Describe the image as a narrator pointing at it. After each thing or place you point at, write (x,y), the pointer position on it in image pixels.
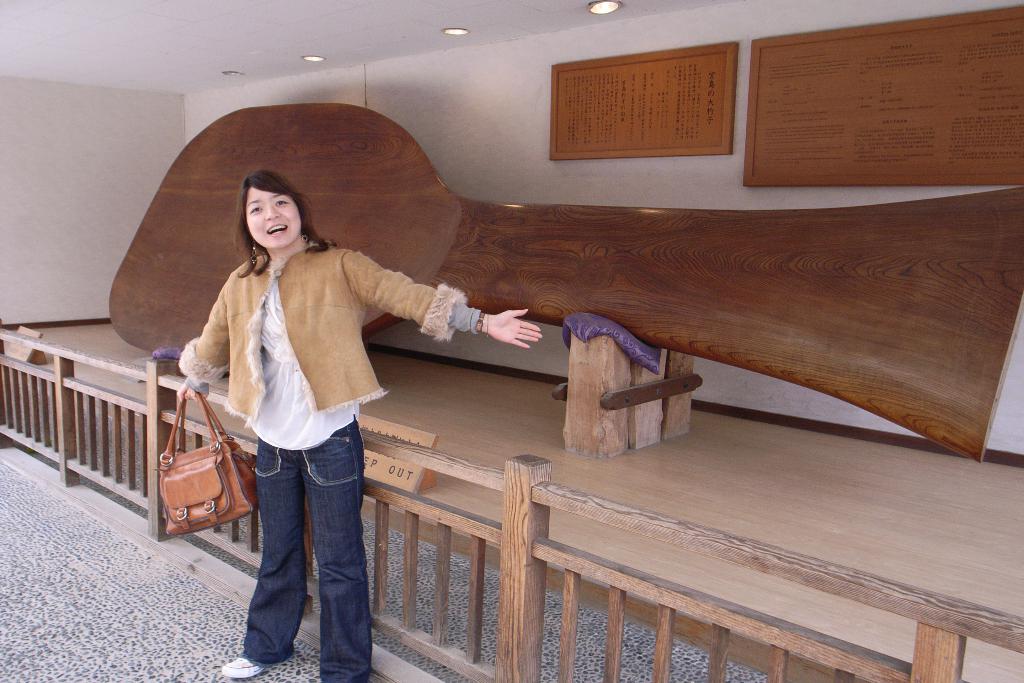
This picture shows a woman (198,378) standing by holding a hand bag (204,395) in her hand (186,392) and we see a smile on her face (272,223) and we see a wooden fence (32,345).
